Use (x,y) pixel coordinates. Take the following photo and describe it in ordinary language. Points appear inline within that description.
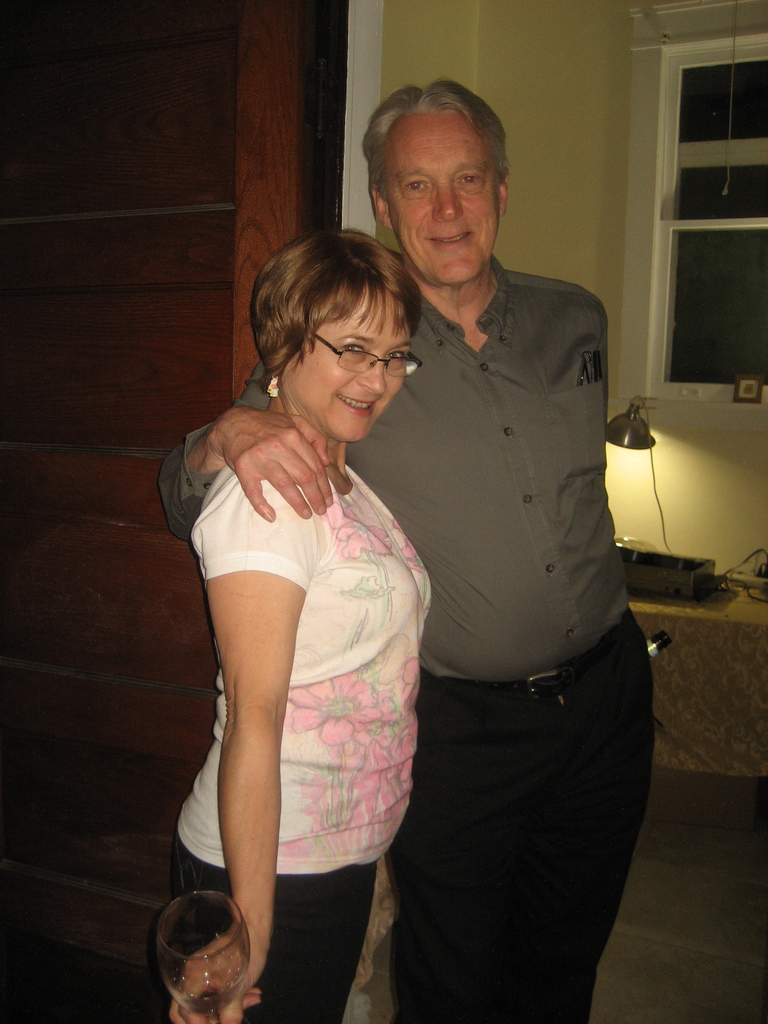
In this picture we can see a man (275,440) and a woman (249,632) standing and smiling. We can see this woman (372,763) holding a glass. There is a lamp (651,458), wooden door (10,644), some objects (729,588), a window (665,186) and the wall (592,40) in the background (624,36).
